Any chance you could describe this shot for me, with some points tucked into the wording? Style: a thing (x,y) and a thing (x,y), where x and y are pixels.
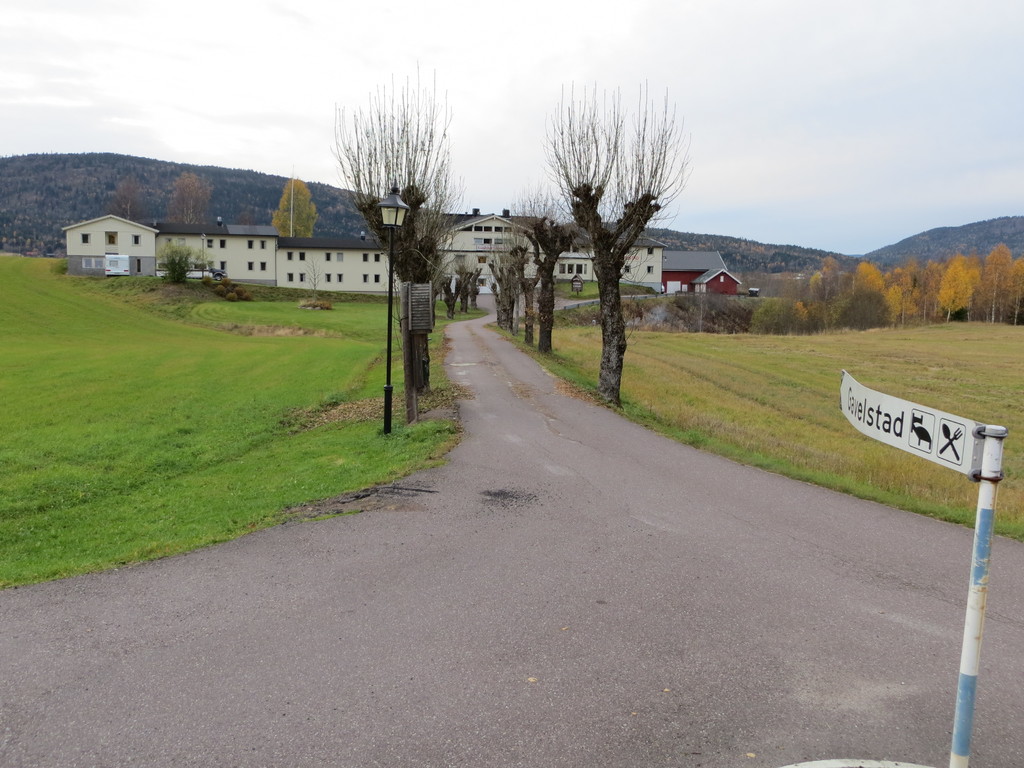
In this picture I can observe a road (487,463) in the middle of the picture (518,415). On either sides of the road (493,434) I can observe trees (512,320) and some grass (84,289) on the ground (272,315). In the background (528,116) there are buildings (228,264) and sky (456,88).
